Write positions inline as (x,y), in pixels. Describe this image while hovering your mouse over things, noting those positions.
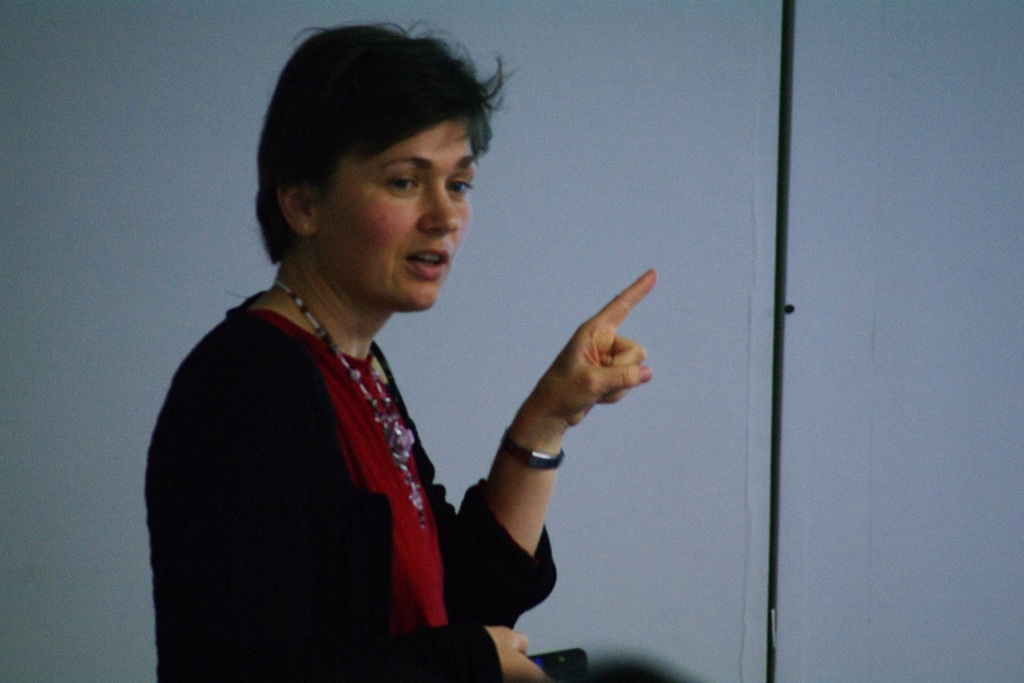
In the image there is a woman (387,609) she is talking something by showing her left hand index finger (643,286) and she is holding some object (565,672) in her right hand (549,679), behind the woman (273,526) the background (666,49) is in white color.
